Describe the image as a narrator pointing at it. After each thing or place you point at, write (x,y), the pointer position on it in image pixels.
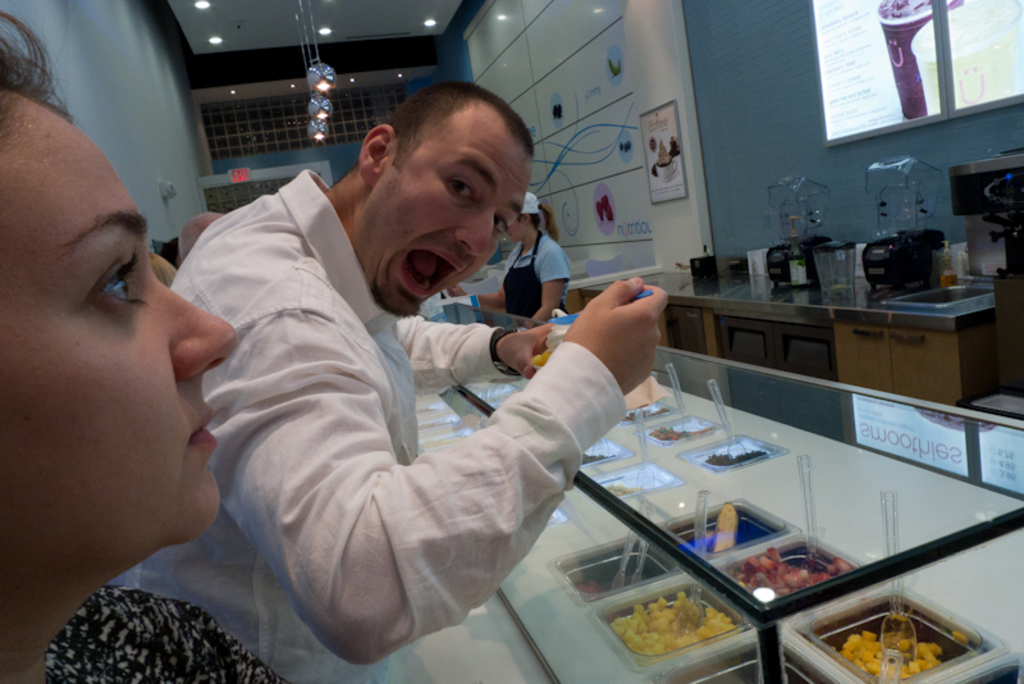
In the center of the image (363,244) there is a person (297,367) standing at a table (548,538). On the table (548,551) we can see some food items (660,433) placed in a bowls (607,442). In the background (539,279) we can see persons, lights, countertop (772,304), blenders board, door (216,195) and wall (198,201).
